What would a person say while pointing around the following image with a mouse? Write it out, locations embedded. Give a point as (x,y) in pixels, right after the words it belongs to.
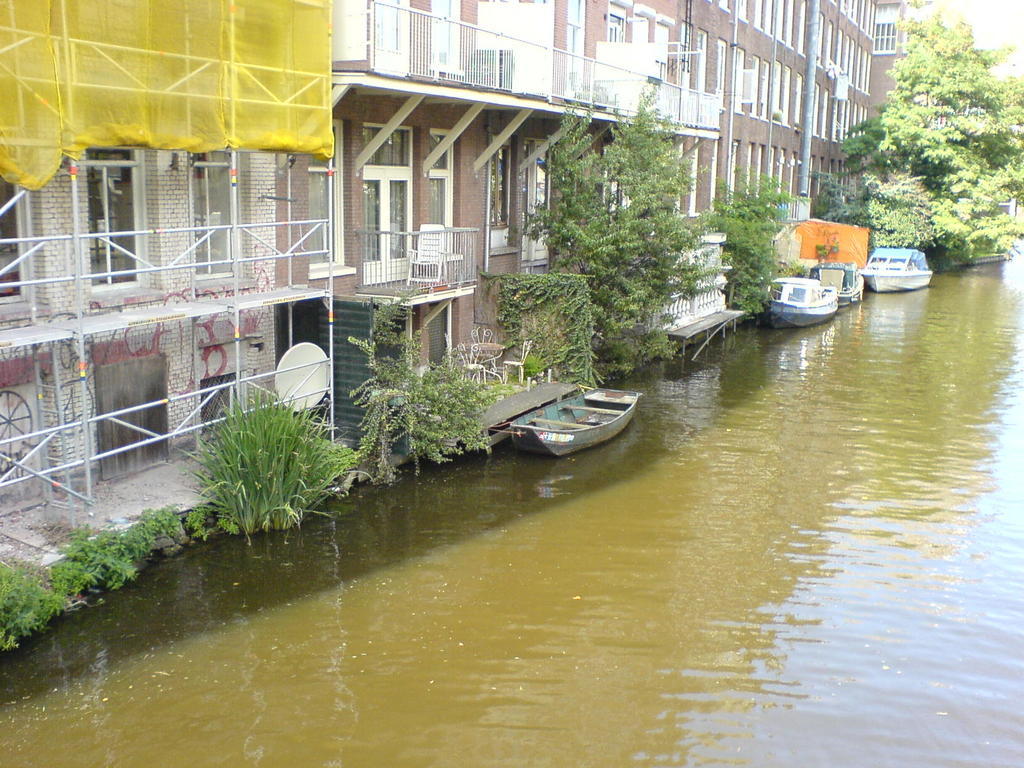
In this image we can see some buildings (437,213), trees (899,114) on right side of the image (808,469) there is water (728,533) and some boats (845,289) on it.
